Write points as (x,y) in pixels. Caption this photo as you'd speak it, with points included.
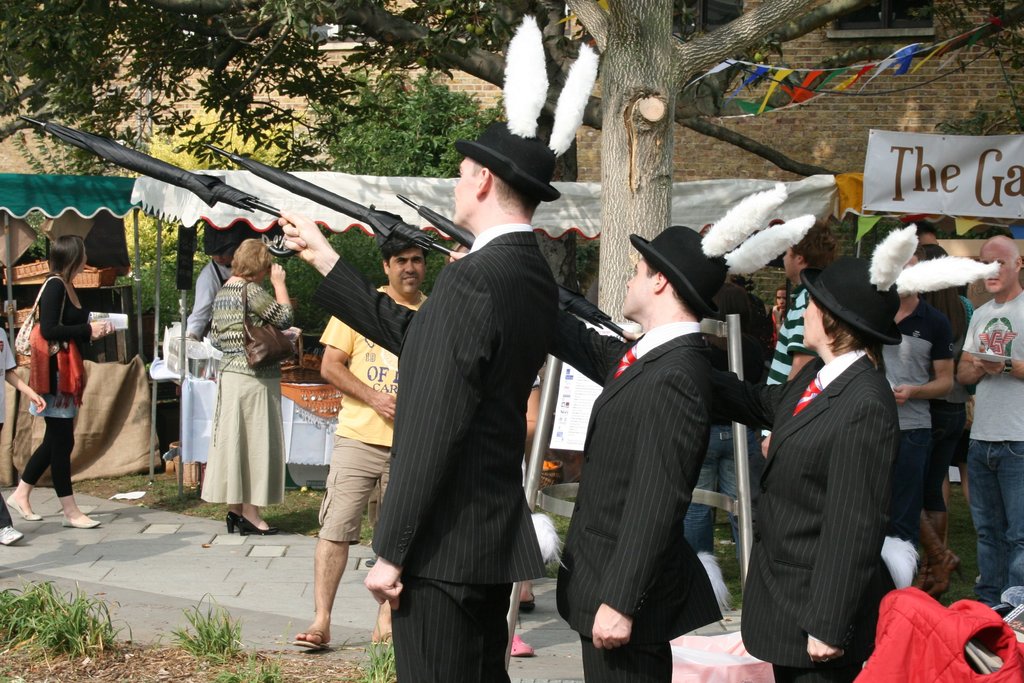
In this image I can see three persons (791,412) wearing a black color suit (636,440) and holding an umbrella (272,208) and wearing a black color cap (692,254) on their head (696,258) and I can see some persons (1016,274) standing in front of tents (123,261) and tents (715,221) visible in the middle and I can see trees (654,11) visible in the middle (612,261) and back side of the tree (699,125) I can see buildings (787,123) and another tree (386,113).
